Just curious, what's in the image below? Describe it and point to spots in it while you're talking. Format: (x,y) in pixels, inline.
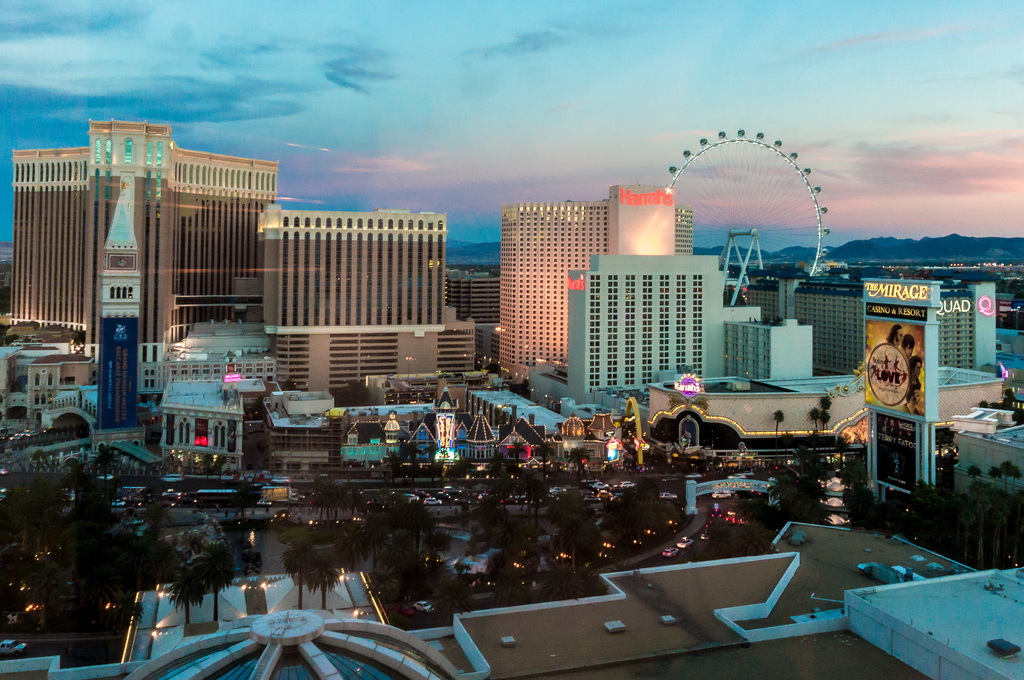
In this image there are buildings (551,412), trees (536,527), vehicles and there are mountains (949,259) and the sky (699,107) is cloudy and on the right side (915,341) there is a board (904,378) with some text (902,369) written on it.
